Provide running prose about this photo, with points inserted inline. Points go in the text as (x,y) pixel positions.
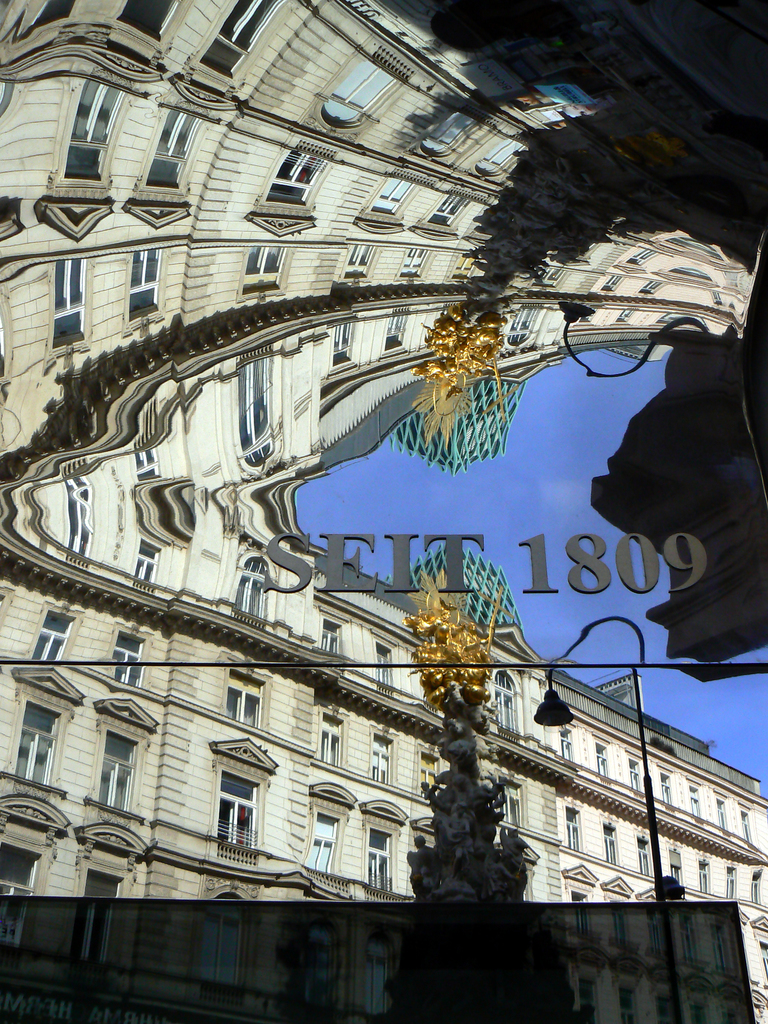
This is a mirror (541,138). In mirror (286,605) we can see a building (280,758), windows (336,752), statue (469,708), light (557,717), pole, some text (453,557) and sky (502,505). At the top of the image (356,154) we can see the reflection (432,176) of a building (350,204).
